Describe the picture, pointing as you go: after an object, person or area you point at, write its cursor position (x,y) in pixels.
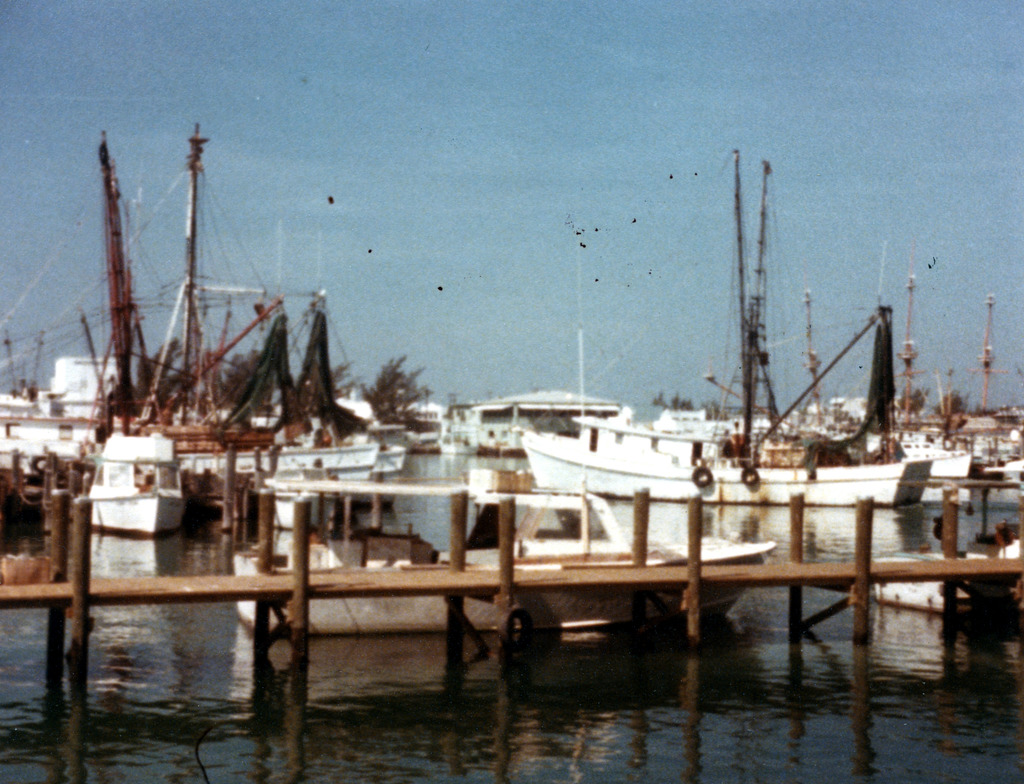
In this image I can see the water (517,714), the wooden bridge (511,602) and few boats (598,542) which are white in color on the surface of the water (479,711). In the background (63,347) I can see few trees (248,376) and the sky (807,204).
